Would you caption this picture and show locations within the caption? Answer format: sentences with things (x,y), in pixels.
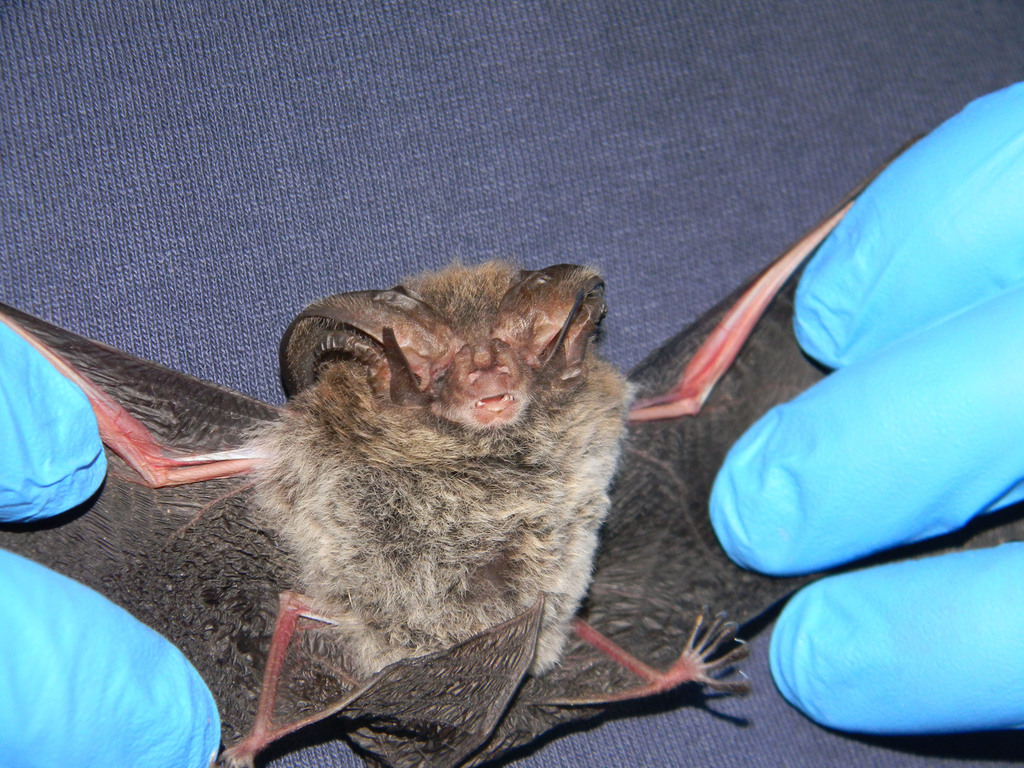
In this image, we can see a person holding a bat (431,517) and in the background (296,171), there is cloth (495,142).
